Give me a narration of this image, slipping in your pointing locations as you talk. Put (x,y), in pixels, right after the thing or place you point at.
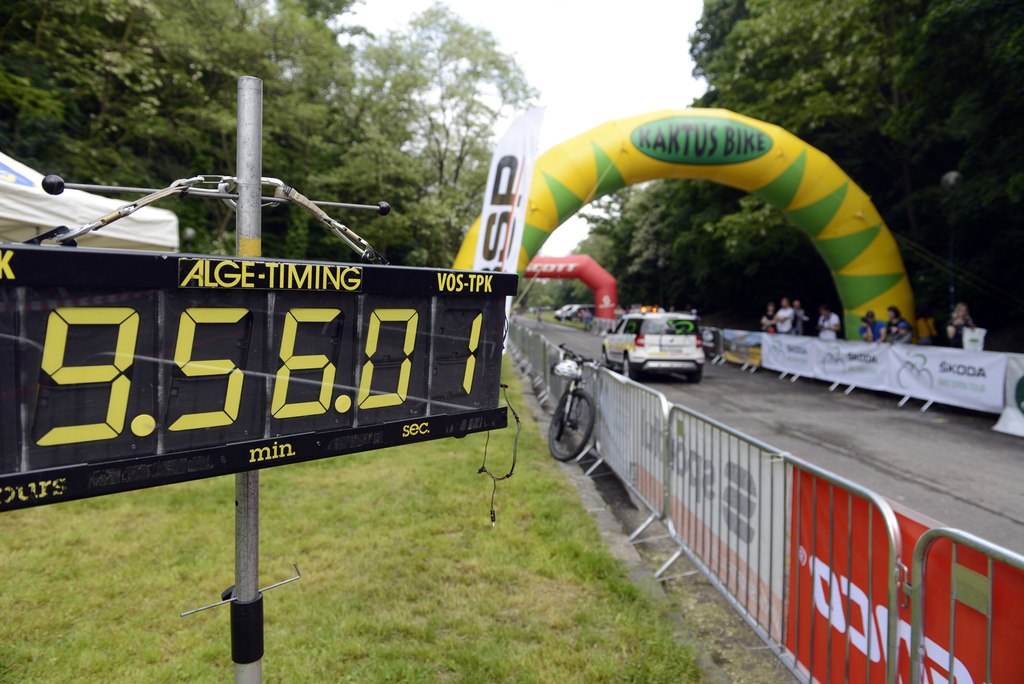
In this picture, we can see the ground (300,490) with grass (408,449), and we can see pole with some object (457,379) attached to it, we can see the road (737,418), vehicle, fencing (615,395), posters (841,344), a few people (874,331), trees (342,88) and the sky (618,105).
